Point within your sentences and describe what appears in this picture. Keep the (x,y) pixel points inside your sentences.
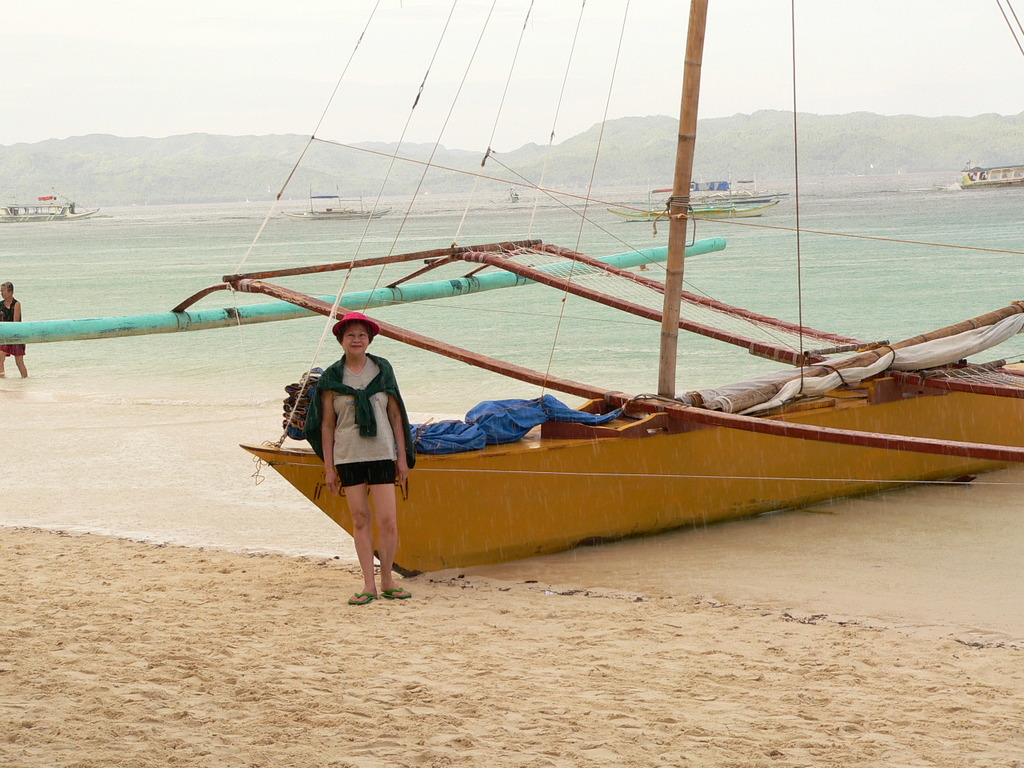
In this image there is a woman (372,459) standing on the sand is having a smile on her face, behind the woman (378,356) there are boats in the water (233,252) and there is a person (6,299) walking in the water (61,272), in the background of the image (442,180) there are mountains (838,161).
